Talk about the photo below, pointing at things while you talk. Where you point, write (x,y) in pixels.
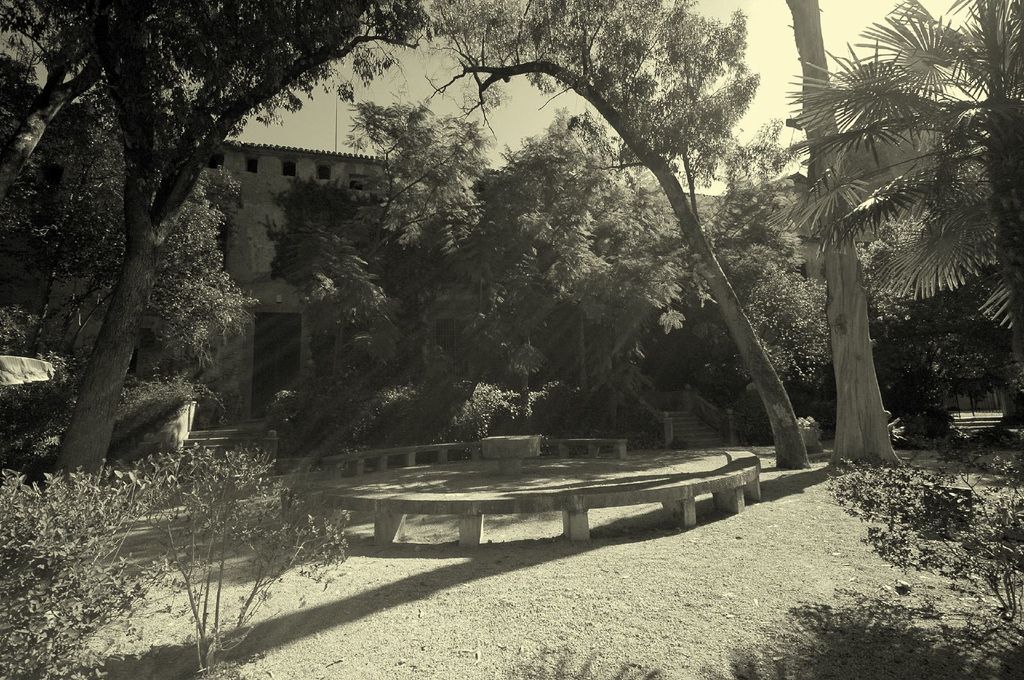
In this image we can see trees (592,38) on the left side (235,135) and the right side (969,124) as well. Here we can see the stone bench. In the background (292,172), we can see the building (374,193). Here we can see the staircase (692,421).
